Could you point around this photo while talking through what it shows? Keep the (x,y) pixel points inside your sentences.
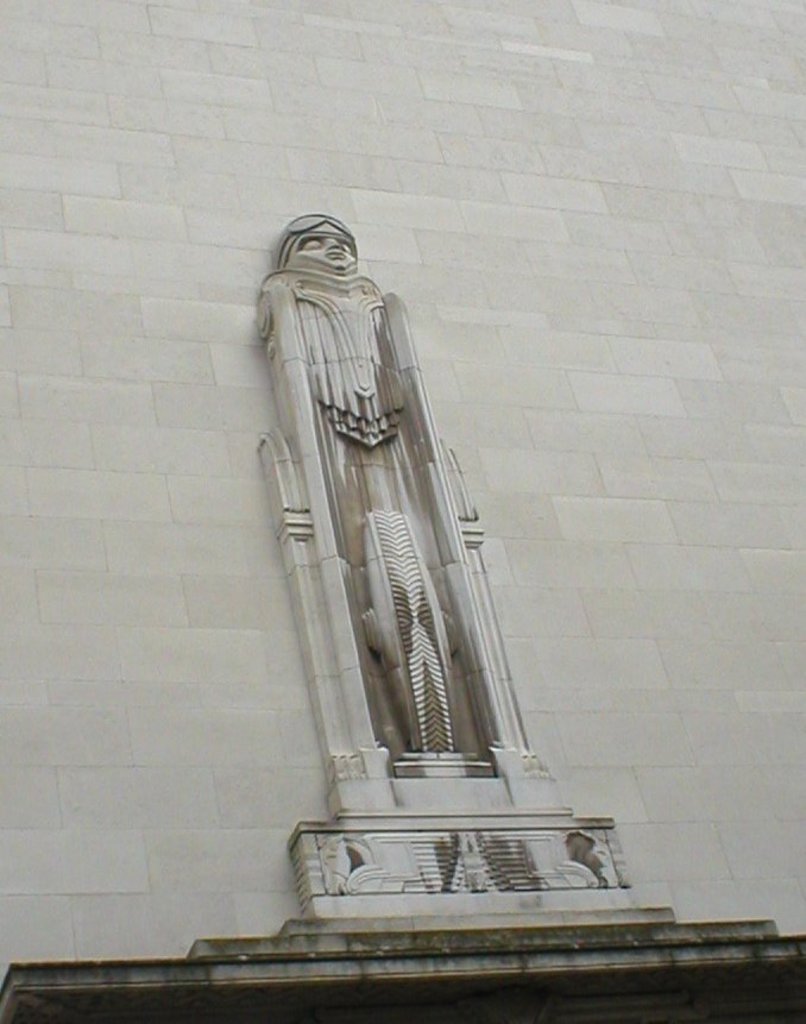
In this image we can see a statue (376,560) and in the background (178,688), we can see the wall (458,394).
